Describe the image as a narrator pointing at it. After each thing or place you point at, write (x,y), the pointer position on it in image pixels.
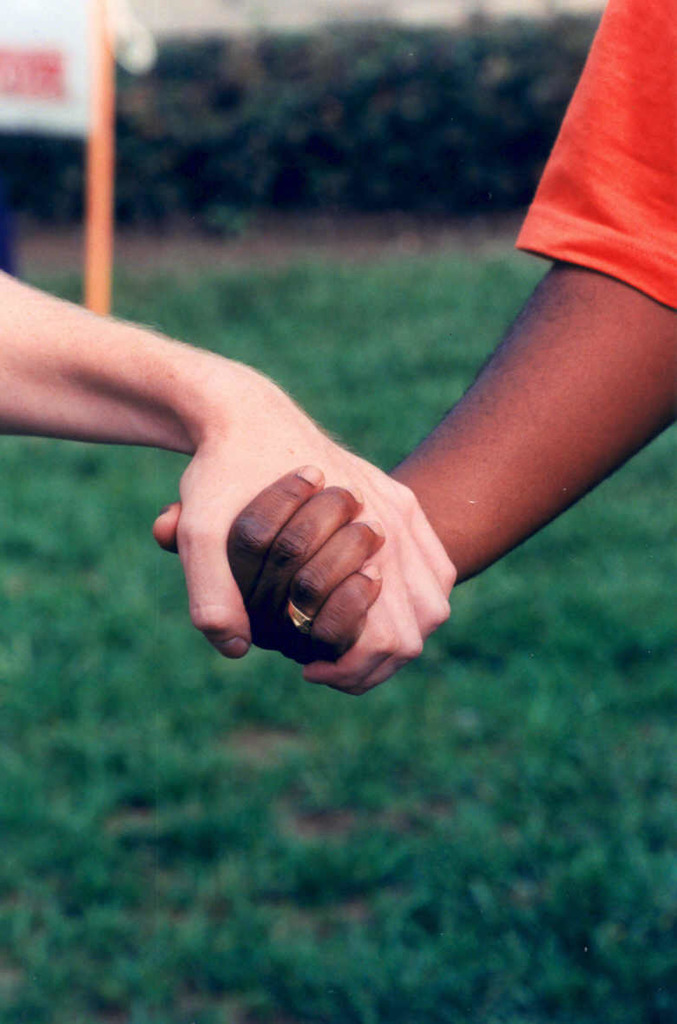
In this image we can see two people (237,521) holding hands (350,529). At the bottom (350,893) there is grass (433,886). In the background (206,140) there is a board (70,129) and we can see a hedge (351,161).
